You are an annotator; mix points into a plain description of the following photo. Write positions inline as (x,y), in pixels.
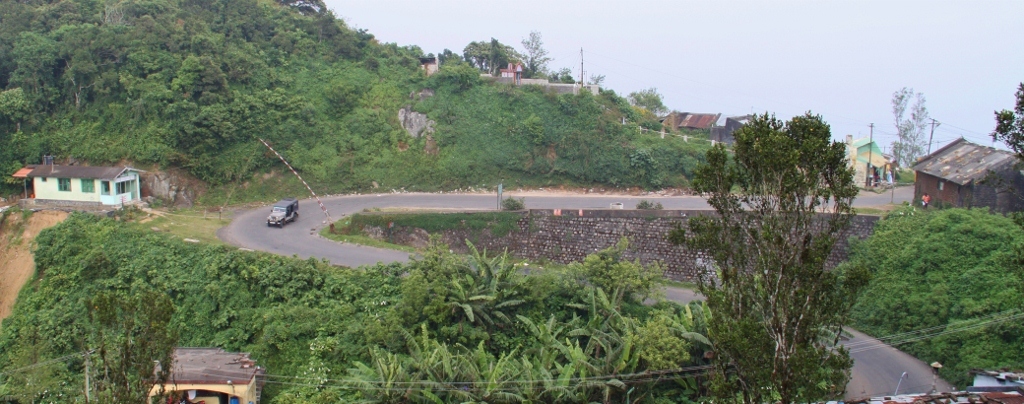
In this image we can see trees (800,250), vehicles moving on the road (860,382), houses (179,386), hills (556,141), poles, wires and sky (744,72) in the background (705,64).
